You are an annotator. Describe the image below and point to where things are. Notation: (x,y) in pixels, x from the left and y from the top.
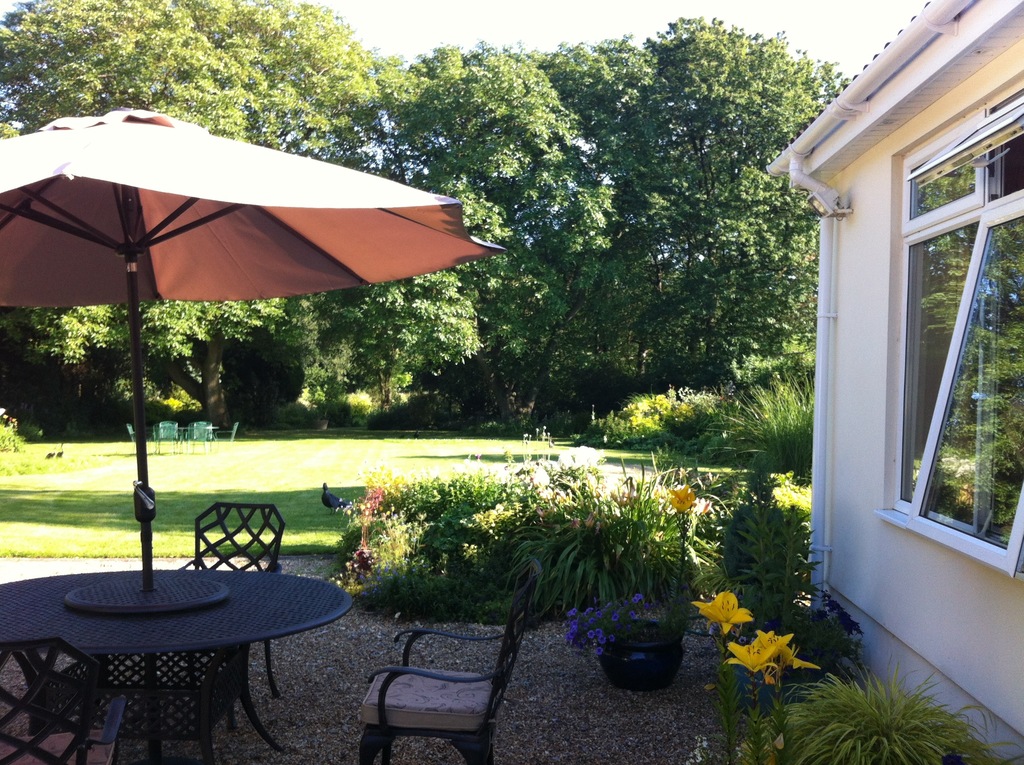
In this image there is a table (215,619) and three chairs (416,673). There are many flower plants (734,625) at the right of the table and a building (877,472) at the right (954,408). Behind there is grass (353,456) and many trees (695,232). It's a sunny day.
